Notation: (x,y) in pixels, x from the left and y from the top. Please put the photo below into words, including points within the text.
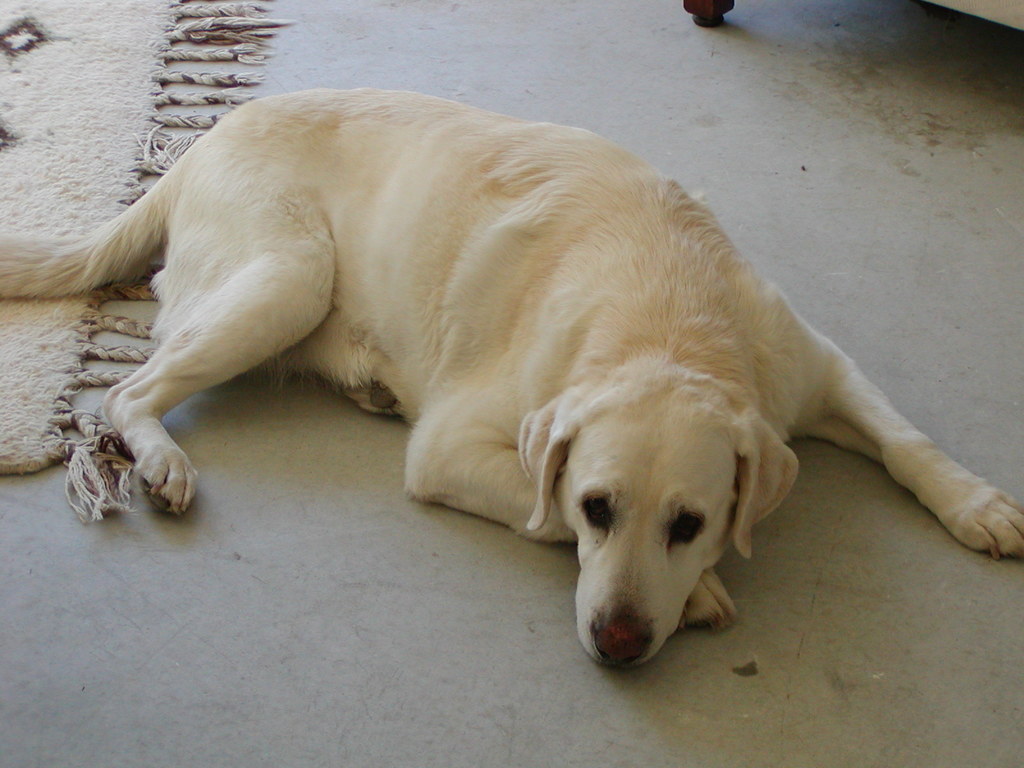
This image consists of a dog (660,304). It is in white color. There is carpet (52,43) on the left side (62,318).
